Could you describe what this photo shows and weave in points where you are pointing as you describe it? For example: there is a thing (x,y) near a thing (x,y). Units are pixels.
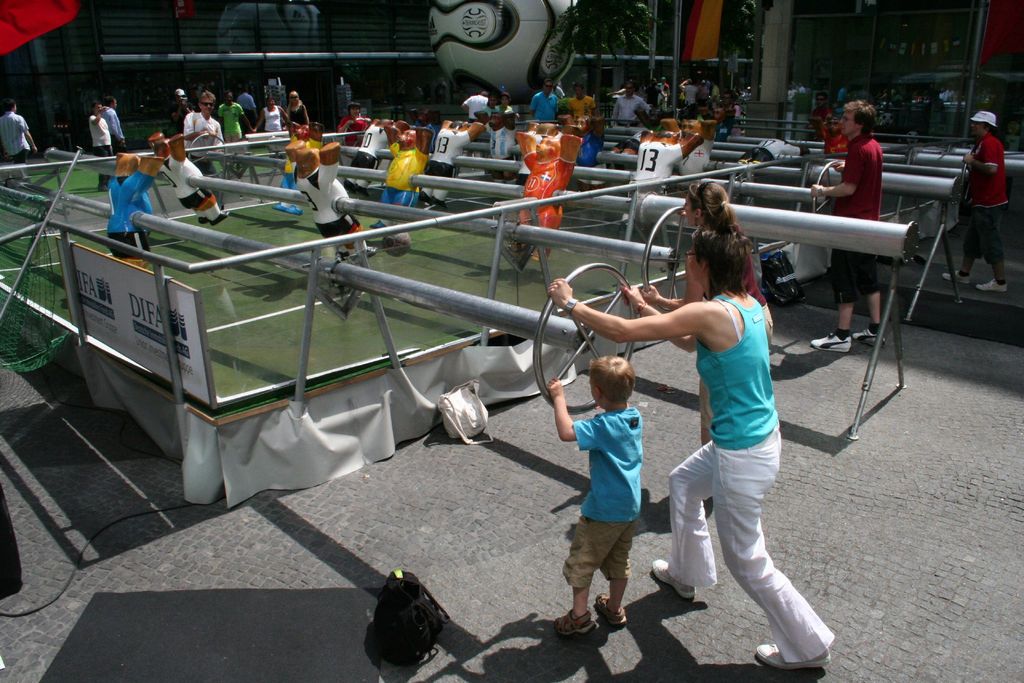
This picture describes about group of people (701,311), few people (724,236) are playing game, and they are holding metal rods (628,200), in the background (575,61) we can see a tree (624,15), few buildings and a ball (501,44).
